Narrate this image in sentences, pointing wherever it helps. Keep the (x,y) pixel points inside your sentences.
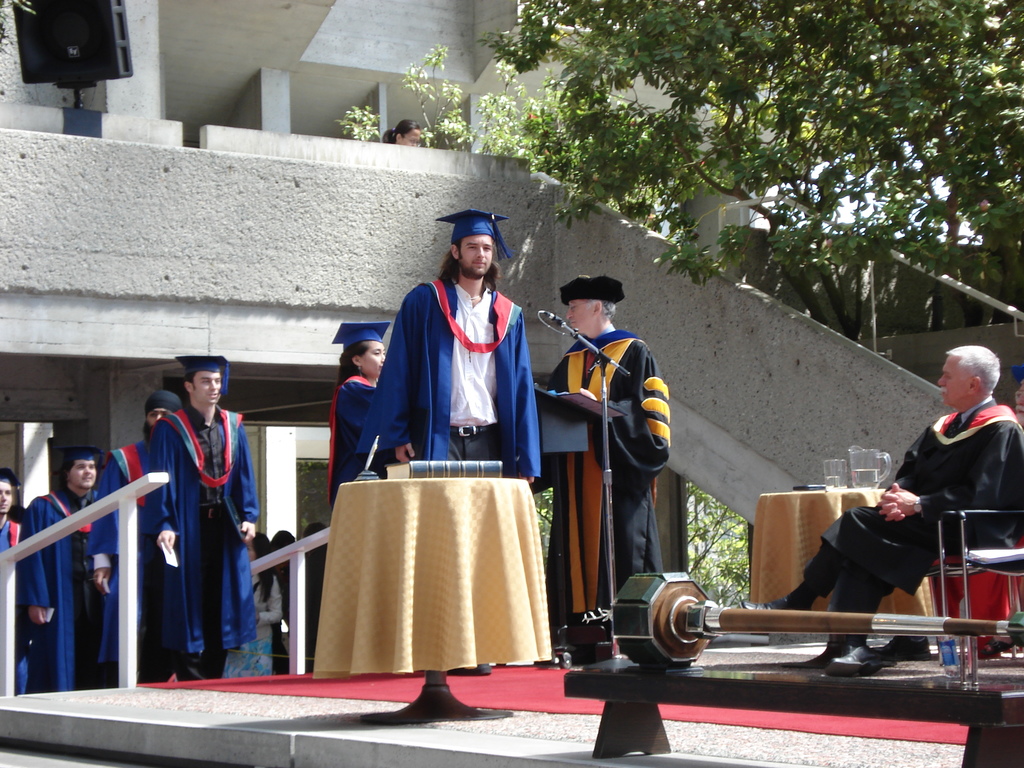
This picture describes about group of people (368,379), few people (338,382) wore caps (453,220), in front of them we can see a microphone (575,335) and a book (489,466) on the table (425,508), on the right side of the image (893,484) we can see a man (895,516), he is seated on the chair (940,572), beside to him we can see a jug (863,461) and a glass (834,473) on the table (807,516), in the background (774,148) we can see a tree (770,111) and a building (318,134).
